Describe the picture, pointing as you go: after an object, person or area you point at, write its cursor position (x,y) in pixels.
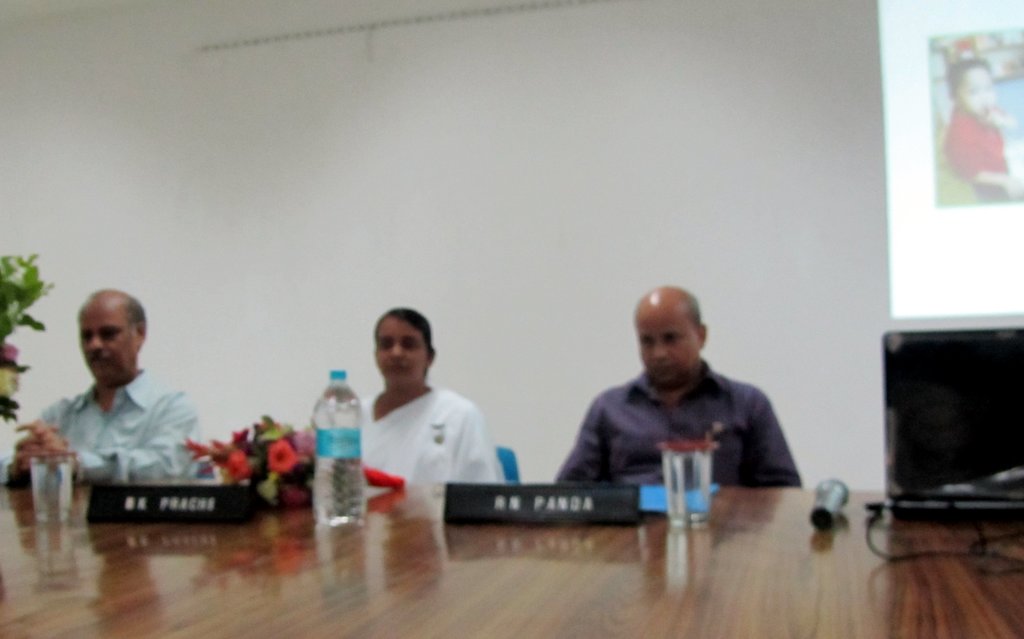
To the left side (99,367) there is a man (119,422) with blue shirt (141,410) is sitting. And beside him there is a lady (426,418) with white saree (451,434) is sitting. To the right side (735,387) there is a man (710,426) with violet shirt (710,409) is sitting. In front of them there is a table (353,572) with a name board (544,502), water bottle (318,465), bouquet (261,450), glass (49,474) and to the right corner (923,360) there is a laptop (911,421) and a mic (819,500). And to the top corner (951,68) there is a screen (936,129).
